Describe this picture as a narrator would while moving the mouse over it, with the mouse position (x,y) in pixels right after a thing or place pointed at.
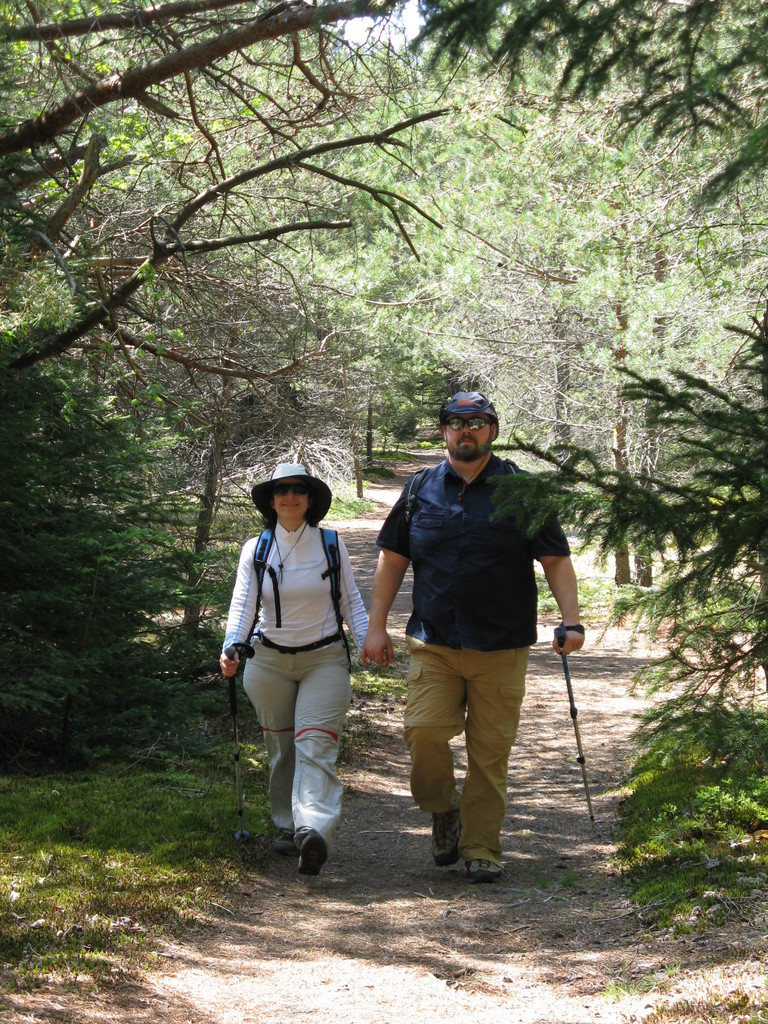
In this image I can see the two people (364,626) are walking. In the background (408,214) there are trees (355,135) and the sky (416,24).
